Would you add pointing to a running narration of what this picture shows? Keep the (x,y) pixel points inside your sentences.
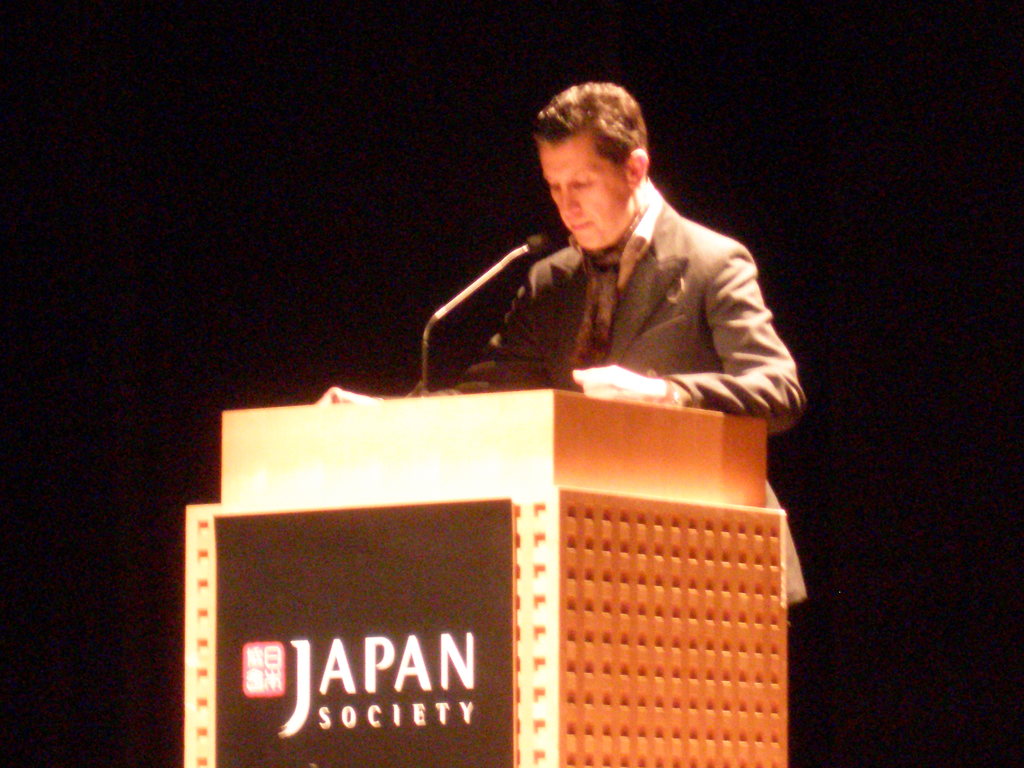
In this picture we can see a person (710,281) standing in front of a podium (481,695). There is some text (274,668) visible on a podium (493,512). We can see a microphone (534,241) on this podium (470,457). The background (766,23) is dark.
